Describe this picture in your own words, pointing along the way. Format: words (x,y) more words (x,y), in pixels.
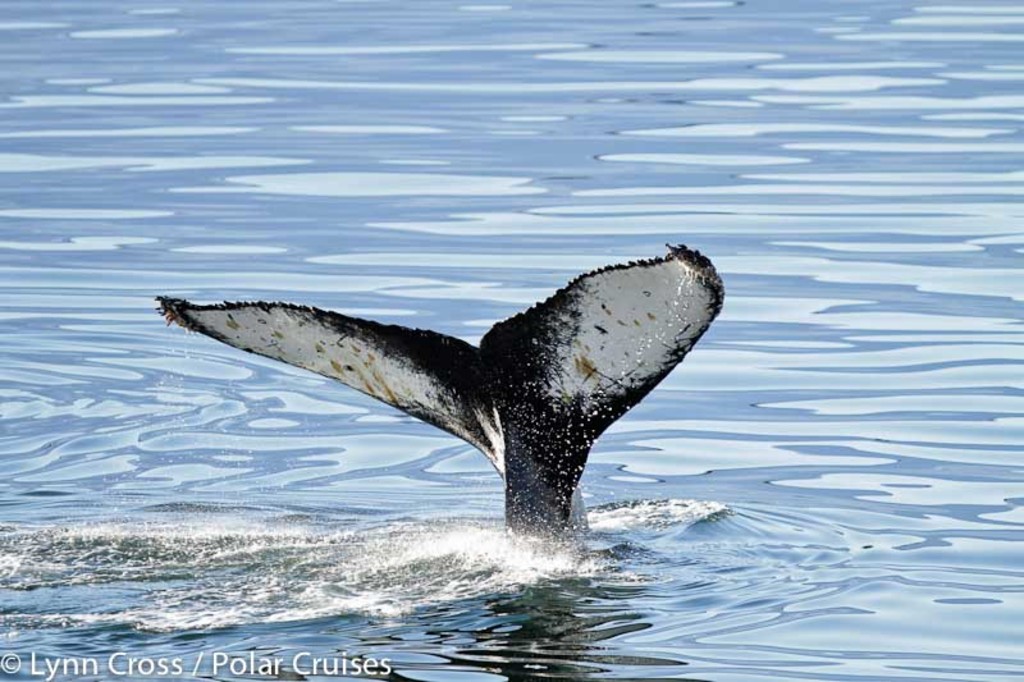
In this picture there is a whale (618,353) in the water (611,552). In the bottom left corner (317,664) there is a watermark (345,673).
